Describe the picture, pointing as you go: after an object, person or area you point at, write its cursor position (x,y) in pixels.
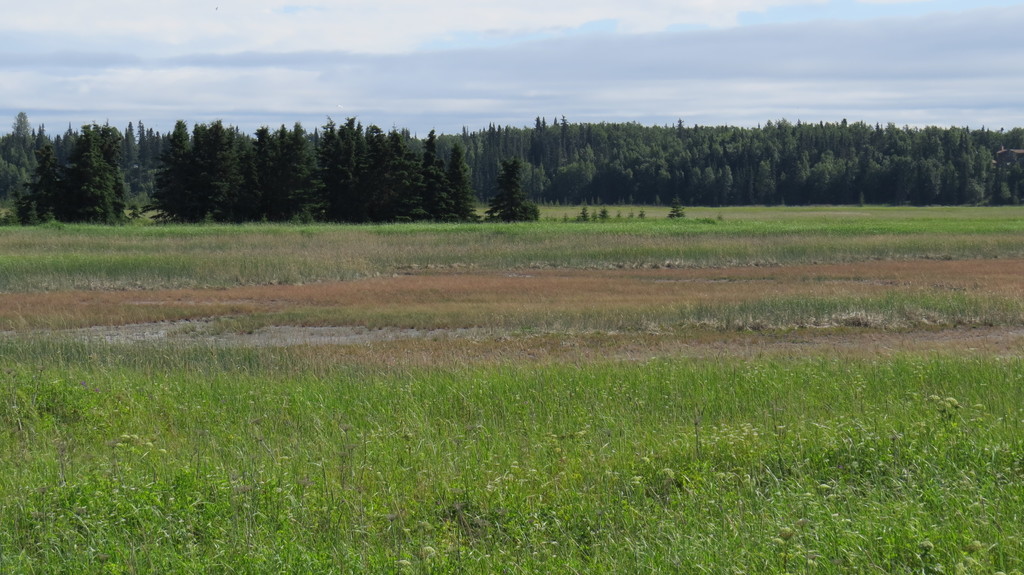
In this image there is the sky (450,81) towards the top of the image (464,66), there are clouds (556,84) in the sky (692,85), there are trees (688,147), there are plants (595,430) towards the bottom of the image (613,475).
